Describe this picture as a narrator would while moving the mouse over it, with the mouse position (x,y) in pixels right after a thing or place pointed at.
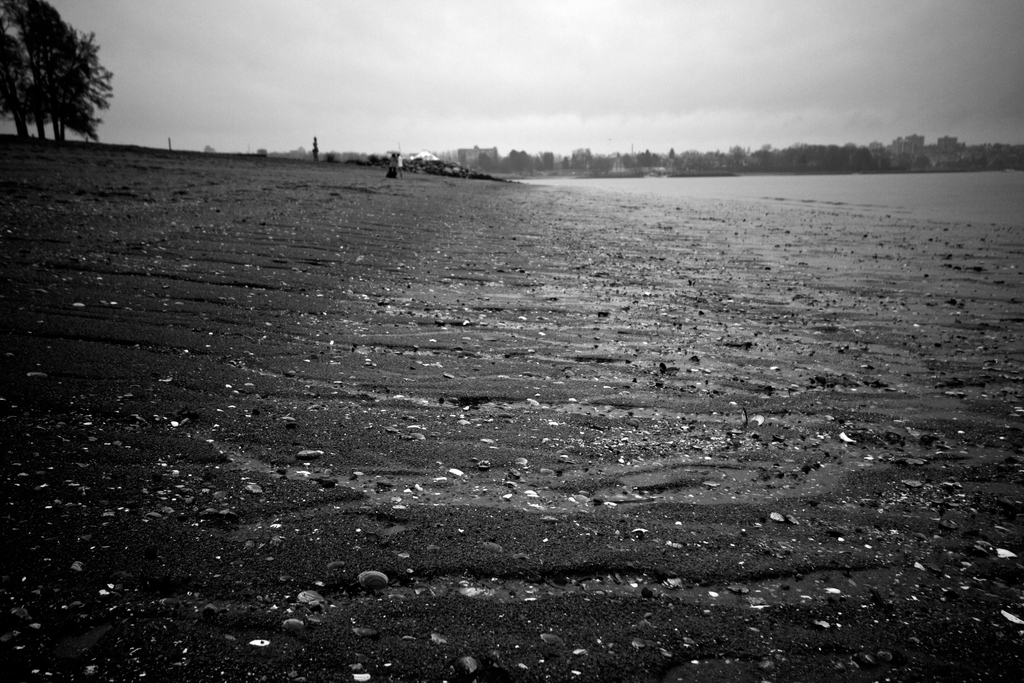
This is a black and white picture. Here we can see trees (864,154) and buildings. In the background (698,100) there is sky (526,74).
